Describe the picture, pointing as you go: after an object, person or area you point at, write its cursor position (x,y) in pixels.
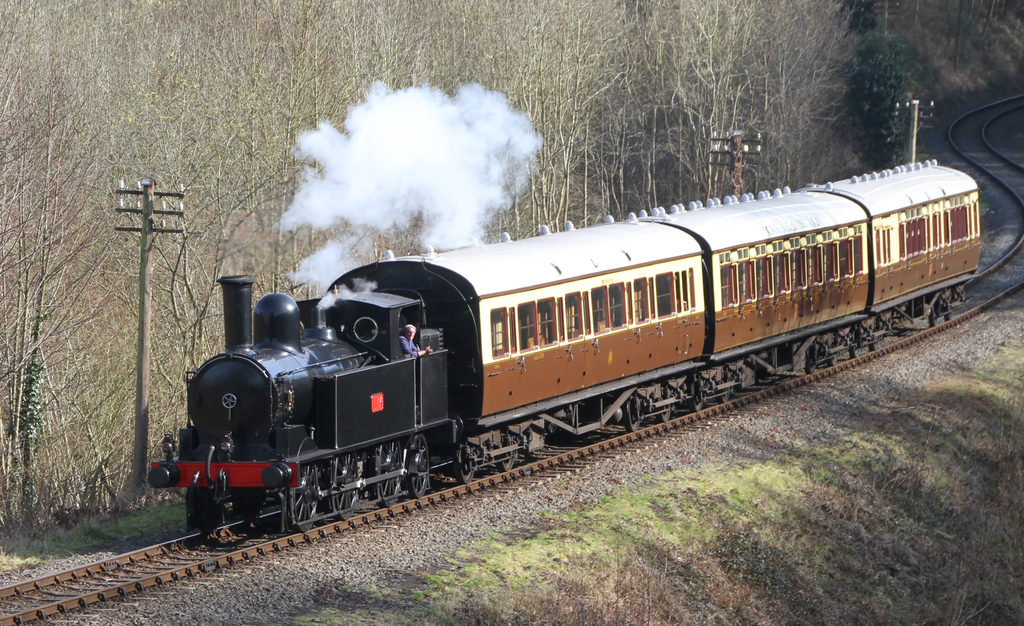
Here in this picture we can see a train (434,375) present on railway track (5,590) and we can see smoke (328,288) released by the engine (360,322) and beside that on either side we can see grass (685,609) present on the ground (743,505) and we can also see plants (154,421) and trees (634,188) present and we can see electric poles (150,226) present.
